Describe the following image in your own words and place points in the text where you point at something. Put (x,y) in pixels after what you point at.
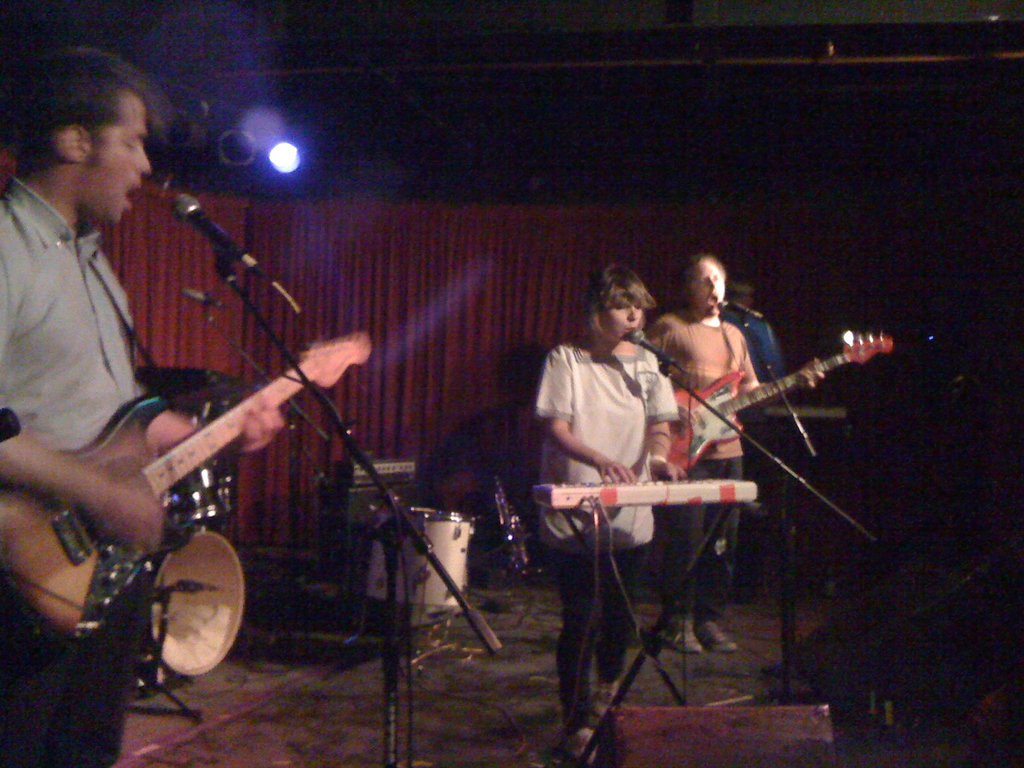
This picture describes about group of people (19,314) they are playing some musical instruments (720,394) in front of microphone (639,340), and around them we can find some musical instruments (378,570), in the background (433,344) we can find curtains (433,344) and light (292,162).
